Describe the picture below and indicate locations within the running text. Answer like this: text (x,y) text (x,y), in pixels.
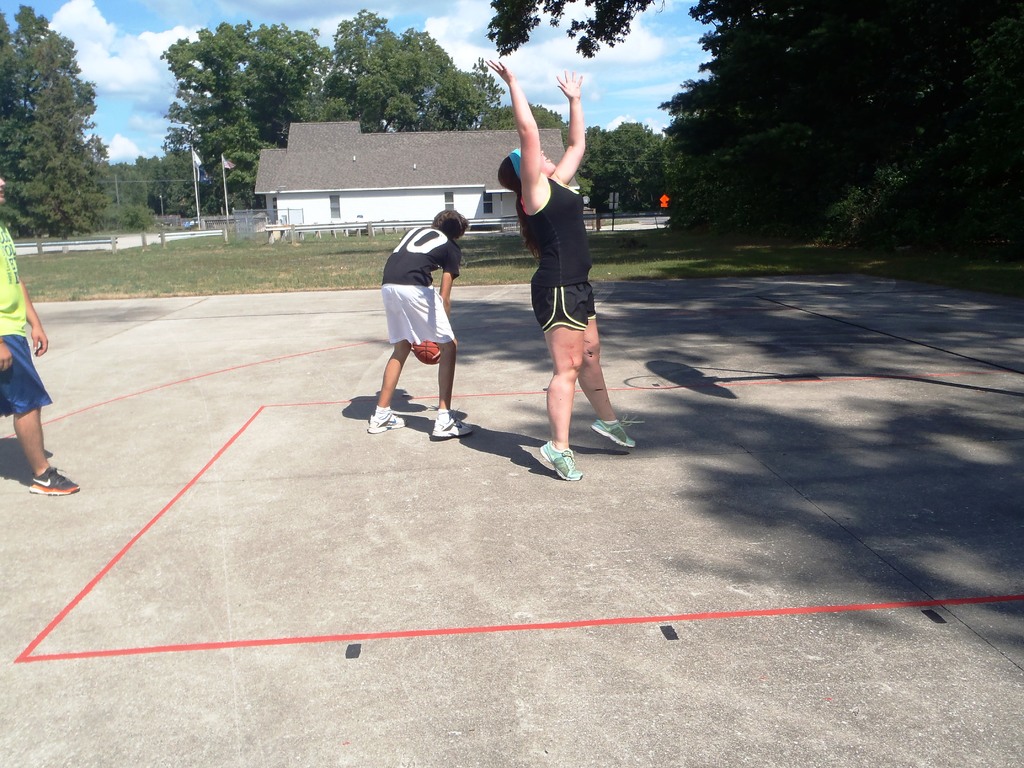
In this image we can see people (398,323) playing basketball. In a basketball court (677,494). In the background of the image (370,163) there is a house (454,157). There are trees (295,116), sky (128,48) and clouds (565,61).
